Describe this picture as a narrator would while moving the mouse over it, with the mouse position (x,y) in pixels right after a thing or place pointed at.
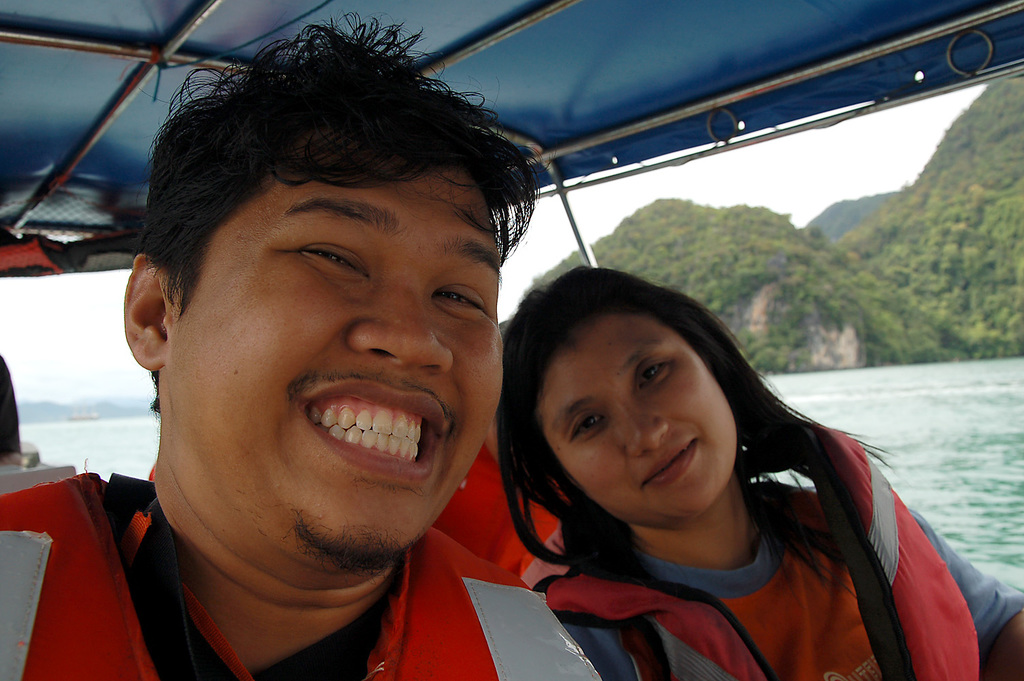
In this image, I can see the man (428,511) and woman (665,582) sitting and smiling. I think these people (425,502) are sitting in a boat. On the right side of the image (823,343), I can see the hills (839,237) with trees (868,290). I can see the water (933,421).
